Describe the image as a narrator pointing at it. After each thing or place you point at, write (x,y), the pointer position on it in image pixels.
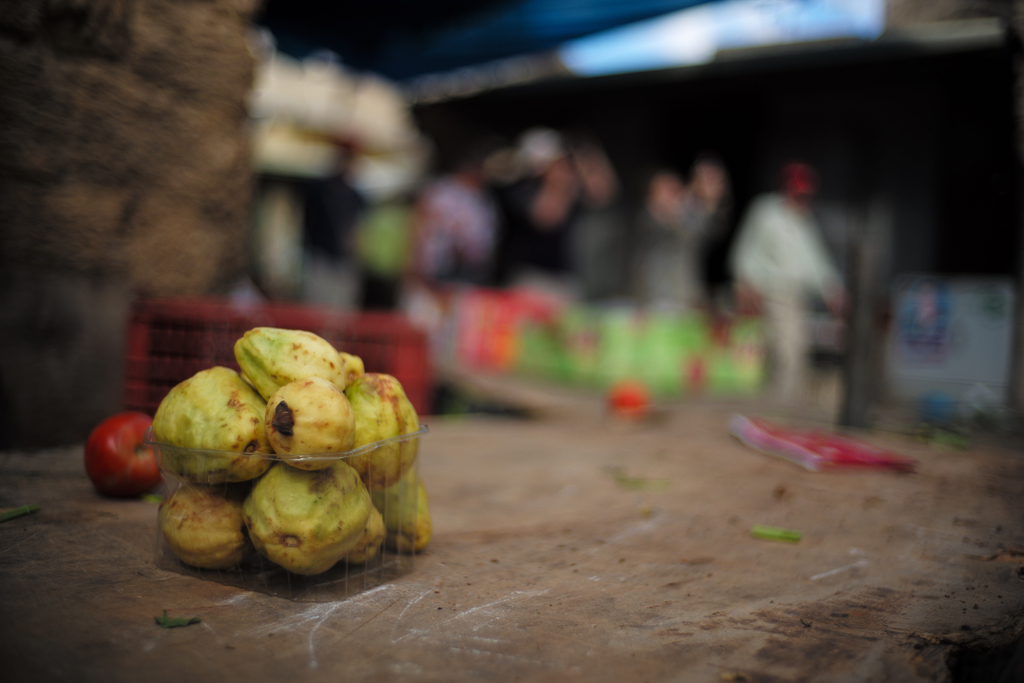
In the image there are few guavas (234,424) in the foreground (282,370) and the background of the guayabas (250,425) is blur.
